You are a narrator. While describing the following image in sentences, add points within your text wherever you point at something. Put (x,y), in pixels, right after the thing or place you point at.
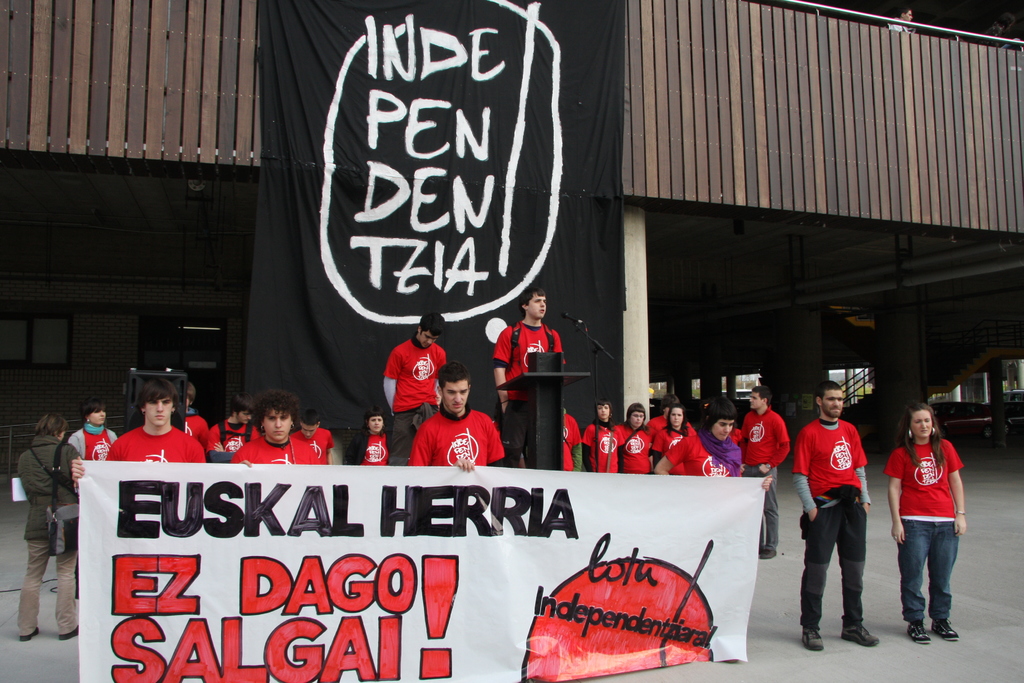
At the top of the image (168,142) we can see wooden grill (763,79) and an advertisement (337,210). At the bottom of the image (809,581) we can see stair case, pillars (809,412), walls (84,365) and some persons (812,447) standing on the floor (785,494) and two men (518,355) standing on the dais (548,423). We can see an advertisement (552,470) being held by the men (729,472).
